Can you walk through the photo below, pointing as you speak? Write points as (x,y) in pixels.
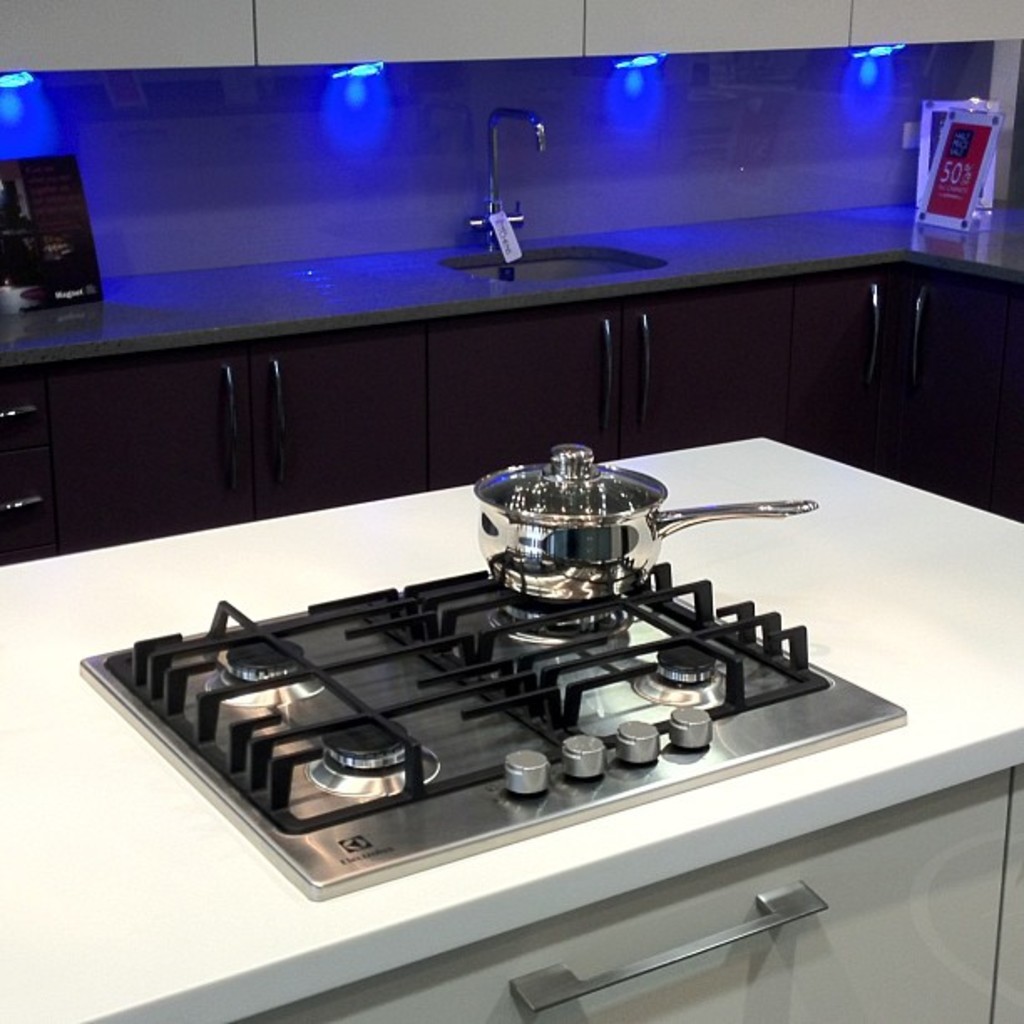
In this picture we can see black and silver color stove (547,649) with steel vessel (549,532) on the top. Behind there is a kitchen platform (375,263) with cabinet doors (146,430) with blue color led lights (359,88). In the front (864,1021) there is a grey color cabinet door (656,1019).
